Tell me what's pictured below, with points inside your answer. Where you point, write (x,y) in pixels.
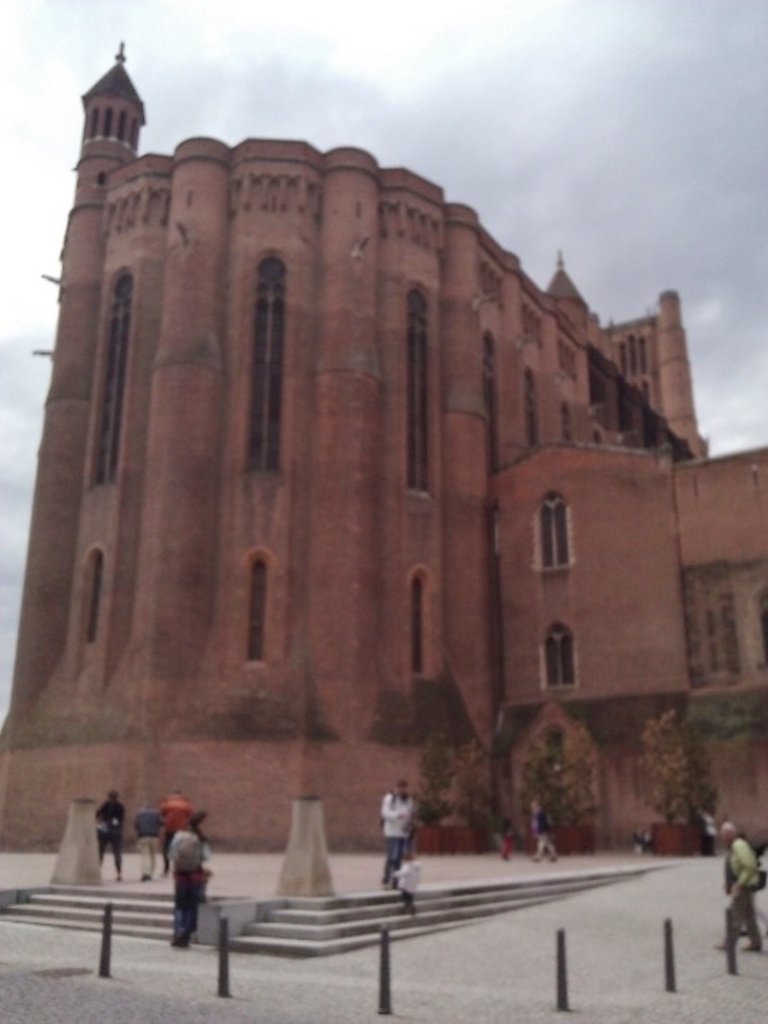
This picture is clicked outside the city. Here, we see people (179,882) walking on the sidewalks (228,868). At the bottom of the picture (669,954), we see traffic stoppers (387,980). Beside that, we see the staircase (359,907) and in the background (328,754), we see the fort (456,684) which is in red color. At the top of the picture (440,117), we see the sky (291,103).
